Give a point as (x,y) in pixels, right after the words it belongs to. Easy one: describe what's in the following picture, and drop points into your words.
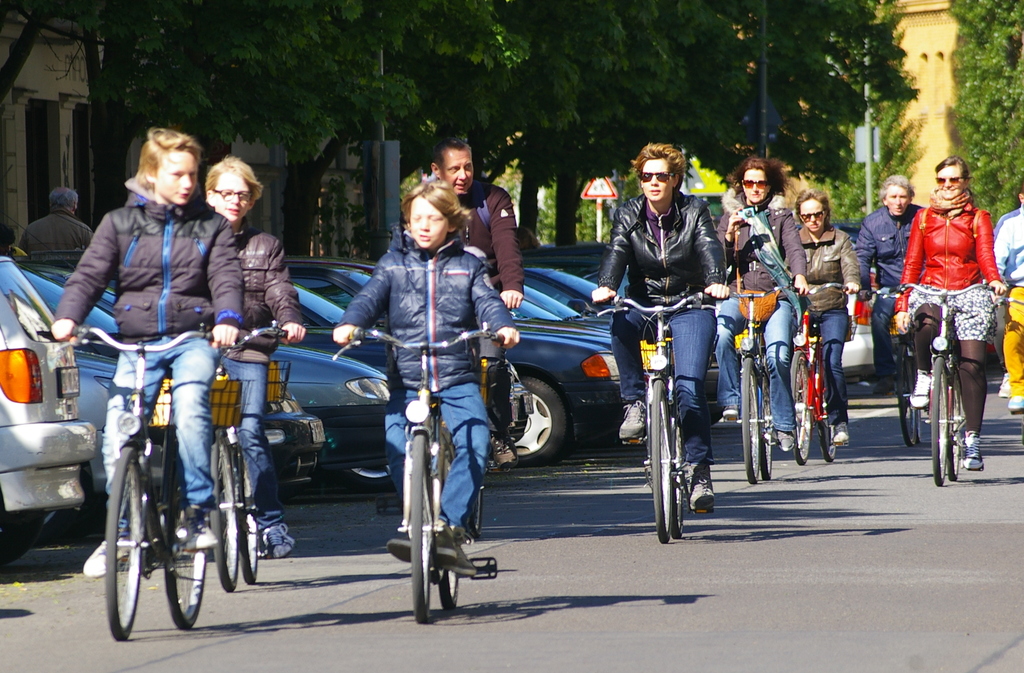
This is the picture of a place where we have some people (606,292) riding their bicycles (808,350) on the road (862,617) and to the side there are some cars (22,371) parked and around there are some buildings (13,113), trees (14,50) and poles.
